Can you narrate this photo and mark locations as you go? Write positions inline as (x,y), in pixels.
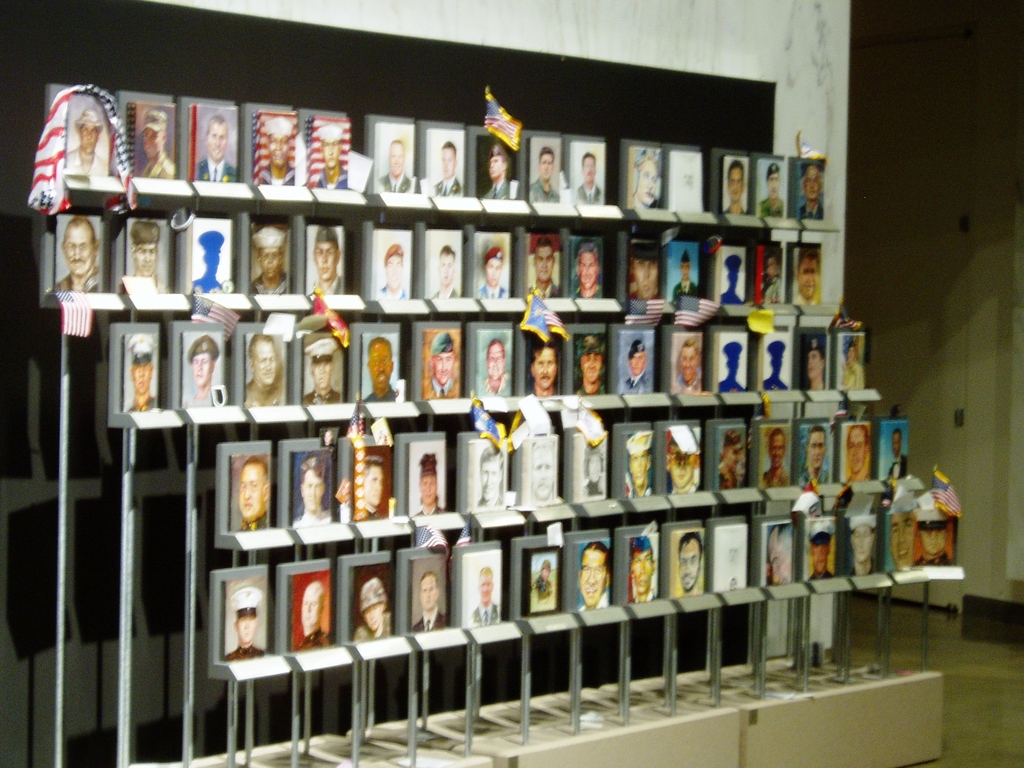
As we can see in the image there is wall (989,290), few flags (474,402) and photo frames (487,559).
